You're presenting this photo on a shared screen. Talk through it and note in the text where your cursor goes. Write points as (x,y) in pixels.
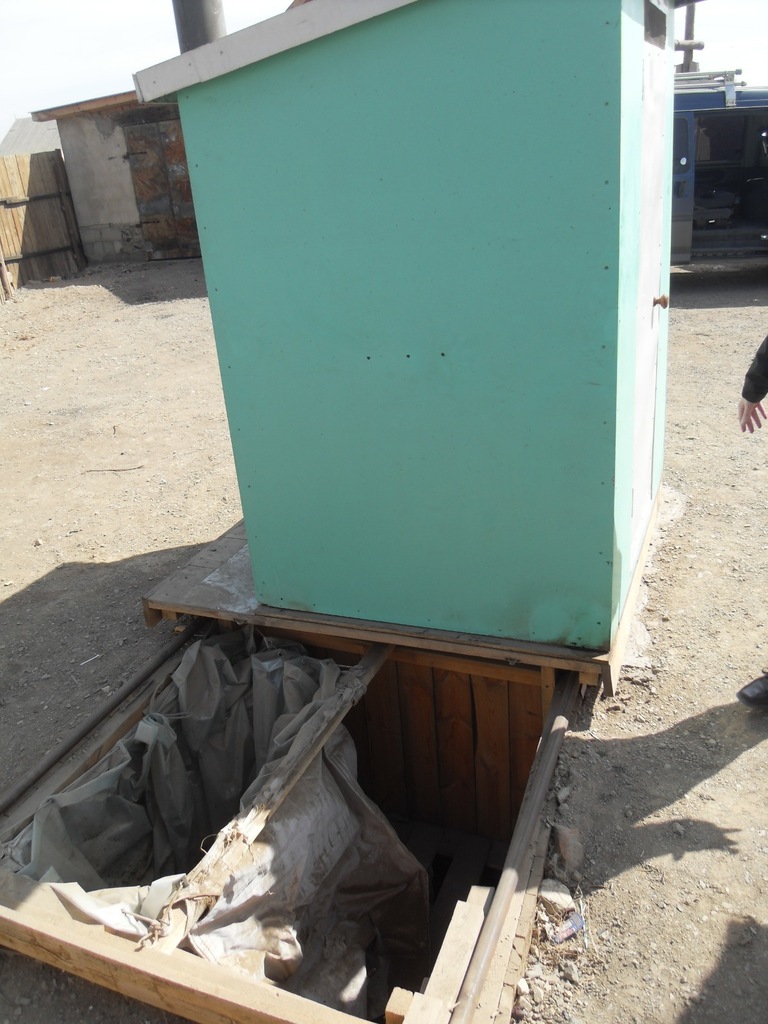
This image consists of a cabin (600,435). At the bottom (272,997), there are wooden sticks (249,1014). To the right (767,361), there a person (763,695) standing on the ground (658,1017). At the top (83,22), there is a sky (79,14).
